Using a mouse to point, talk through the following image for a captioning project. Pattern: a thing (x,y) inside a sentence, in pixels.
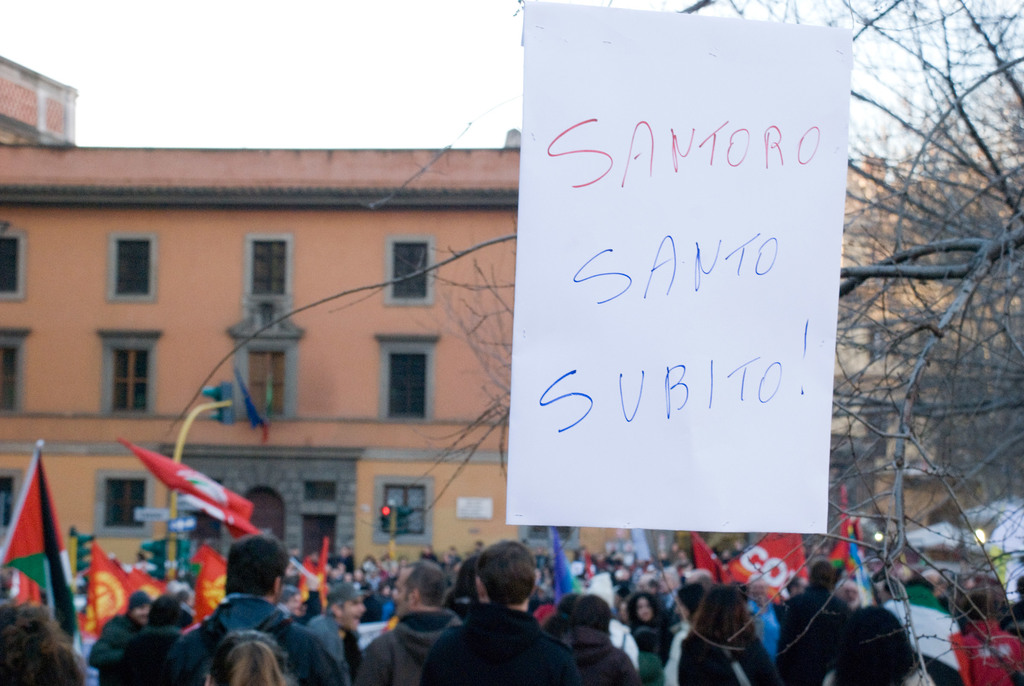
In this image I can see few persons (512,664) holding flags (63,595). I can see some text (696,250) on a paper (729,377). On the right side (913,220) I can see a tree (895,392). In the background (13,375) I can see a building (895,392). At the top (916,146) I can see the sky (242,93).
